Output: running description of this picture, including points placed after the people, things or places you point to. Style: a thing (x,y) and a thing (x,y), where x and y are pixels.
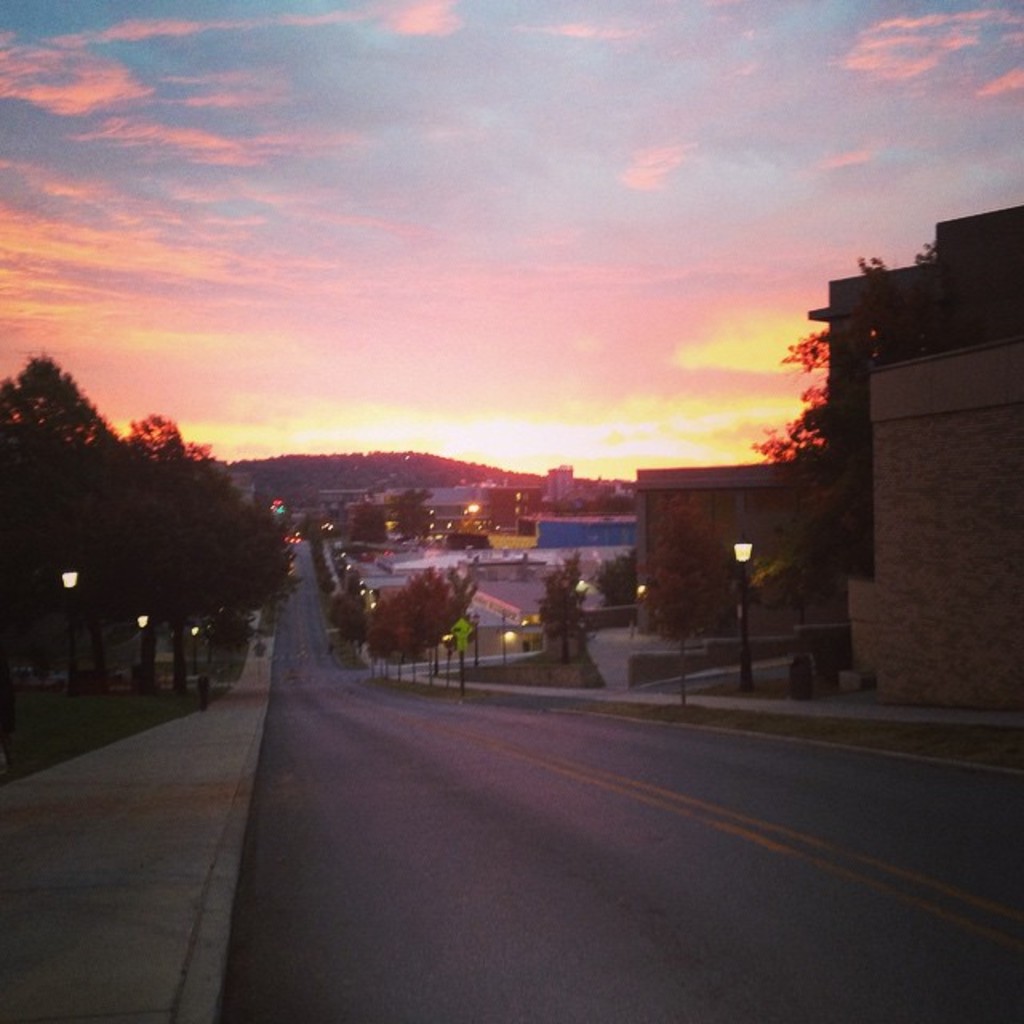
There is a tree (65,537). On the left side (84,559) there are light poles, sidewalk (224,704) and trees (102,493). On the right side (775,555) there are buildings (793,605), trees (762,580) and light poles (738,565). In the background (370,312) there is sky (414,341).
